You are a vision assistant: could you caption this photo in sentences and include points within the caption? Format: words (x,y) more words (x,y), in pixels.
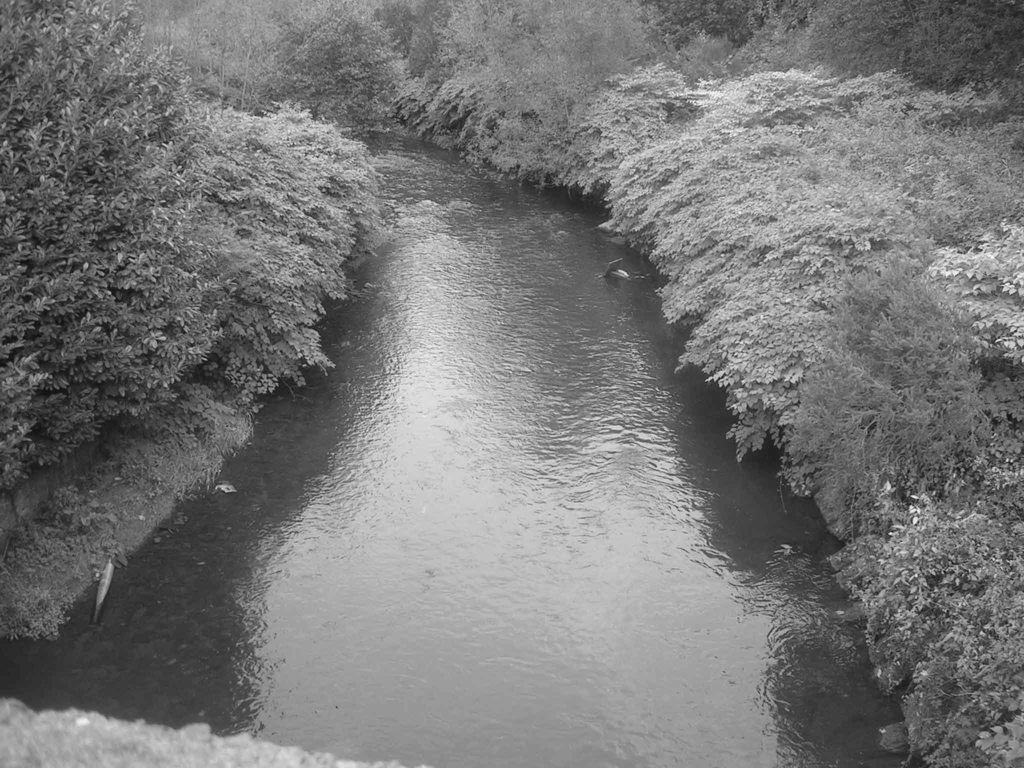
This is a black and white image. Here we can see the river (472,488), trees (727,273) and grass (138,475).
